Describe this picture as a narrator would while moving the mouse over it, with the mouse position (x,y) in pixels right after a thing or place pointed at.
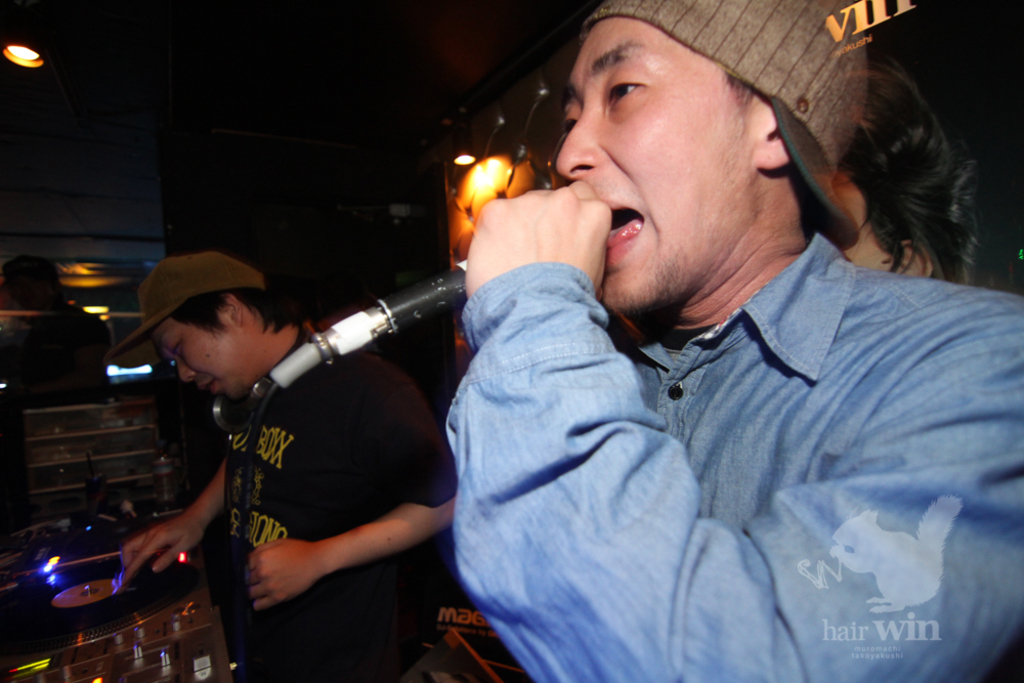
In the image we can see there are two men (722,495) who are standing a man (821,314) in front (724,650) is holding a mike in his hand (586,263) and the other man (336,588) is swiping a music table (135,579).
